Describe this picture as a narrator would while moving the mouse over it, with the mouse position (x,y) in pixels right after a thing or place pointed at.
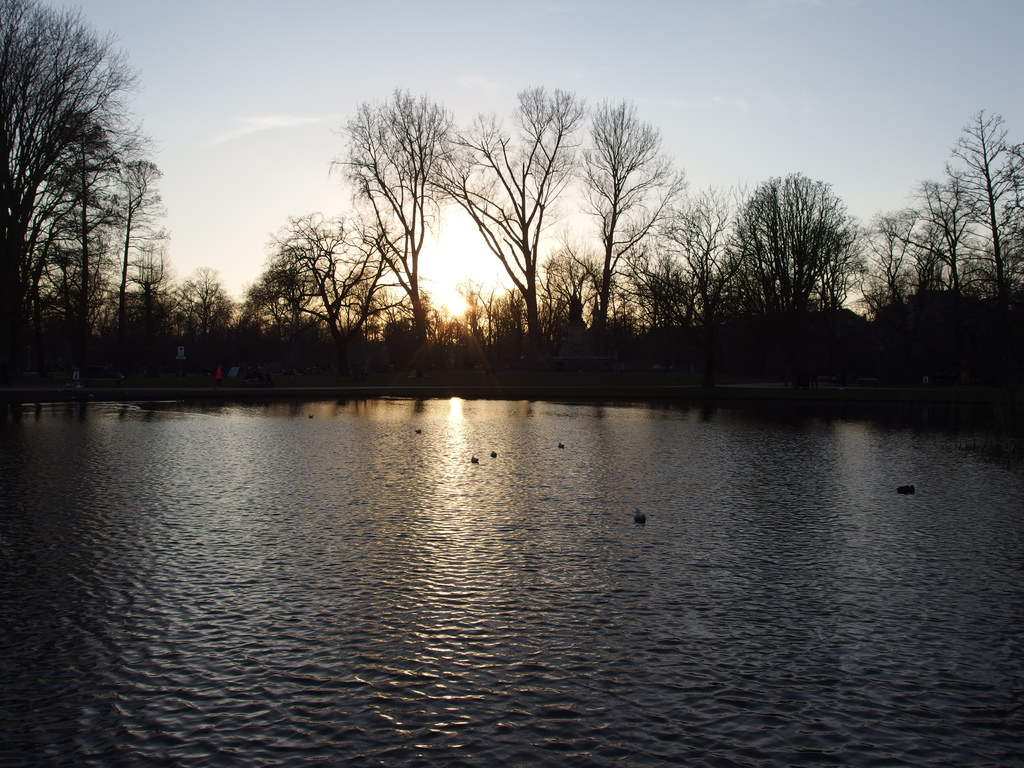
In the image there is a water surface (599,553) in the foreground (375,517) and behind the water surface (516,472) there are trees (592,256).
